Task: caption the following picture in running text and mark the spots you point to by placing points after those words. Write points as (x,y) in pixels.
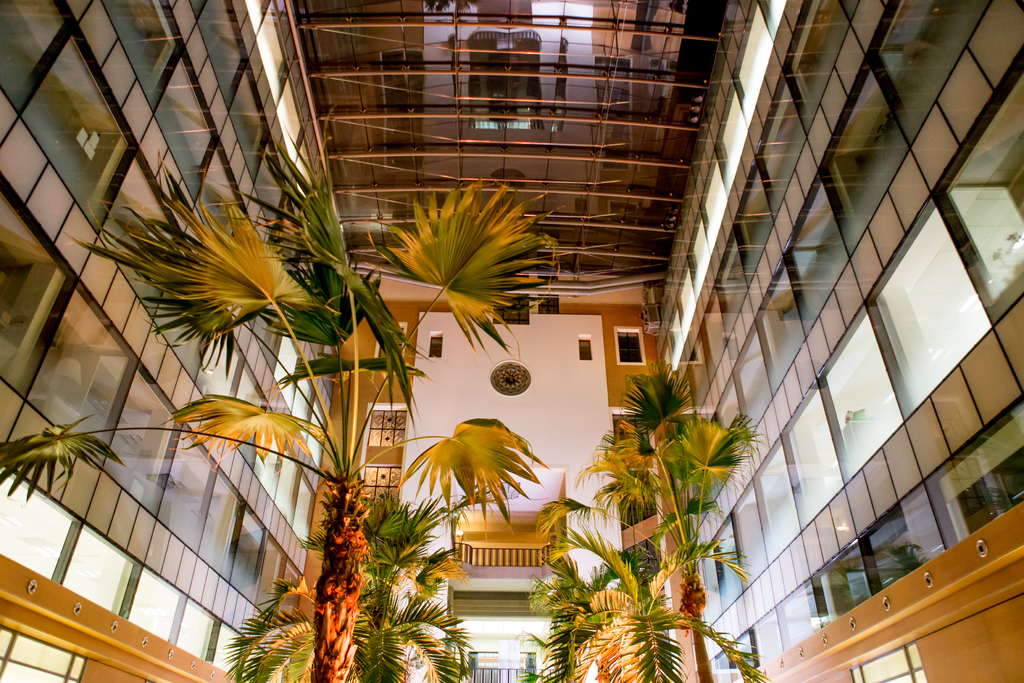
In this image we can see trees (683,606) and the glass wall (802,313). At the top of the image (437,110), the roof (454,94) is there. In the middle of the image (577,372) we can see balcony (525,530) and white color wall (549,415).
